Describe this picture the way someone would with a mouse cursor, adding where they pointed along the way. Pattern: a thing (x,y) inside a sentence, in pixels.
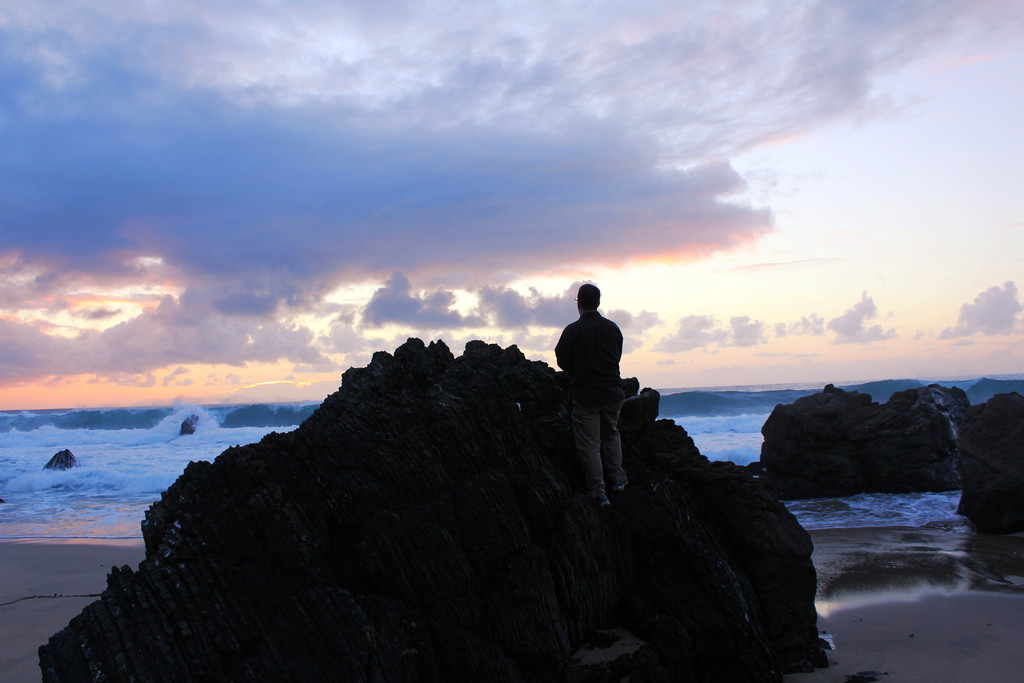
In the picture there are rocks (761,486) and sea (65,434), there is a man (592,470) standing on one of the rock (514,486) in the front (520,510).
